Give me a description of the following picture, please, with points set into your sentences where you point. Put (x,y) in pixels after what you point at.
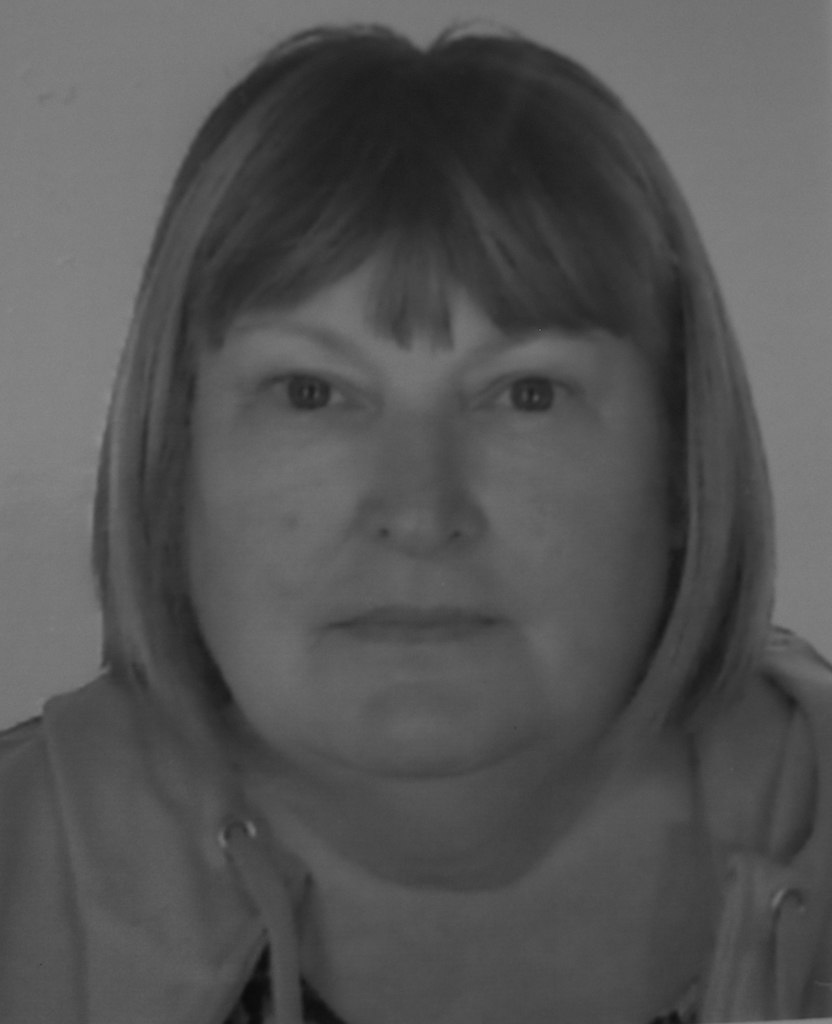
In this image in the center (307,663) there is one woman (447,751).
